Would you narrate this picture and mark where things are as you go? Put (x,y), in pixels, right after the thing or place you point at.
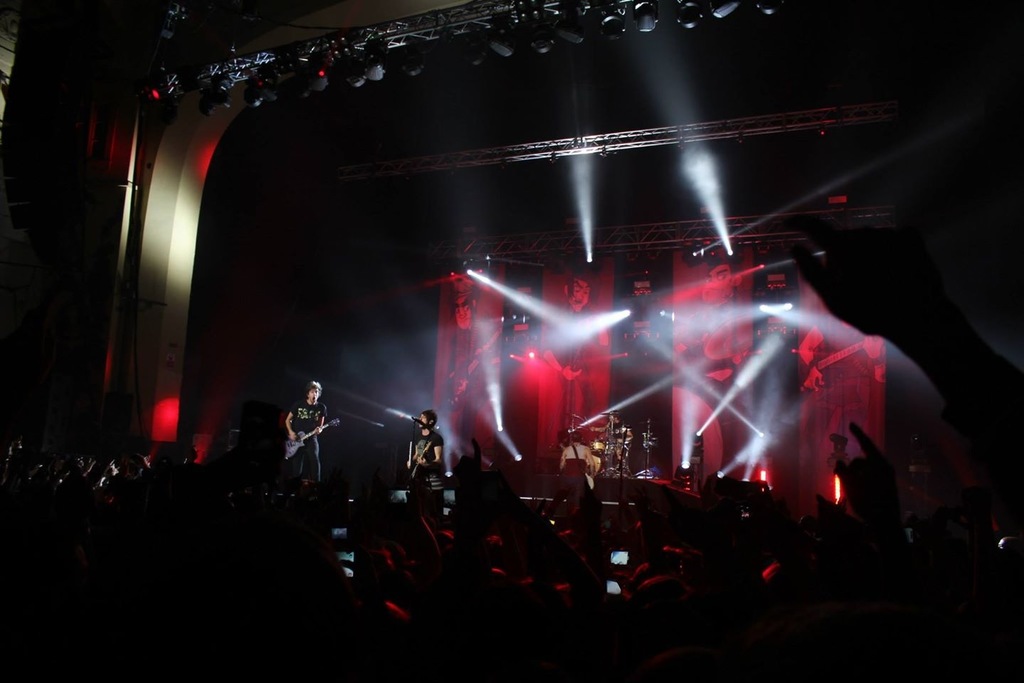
In this picture we can see some persons (562,458) are performing on the stage (539,473), at the bottom (732,572) we can see some people (414,609), two persons (312,424) on the stage (345,452) are playing guitars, we can see cymbals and a drum (596,451) in the background (588,422), it looks like a screen (804,392) in the background (757,265), there are some lights (702,248) in the middle (586,245).
